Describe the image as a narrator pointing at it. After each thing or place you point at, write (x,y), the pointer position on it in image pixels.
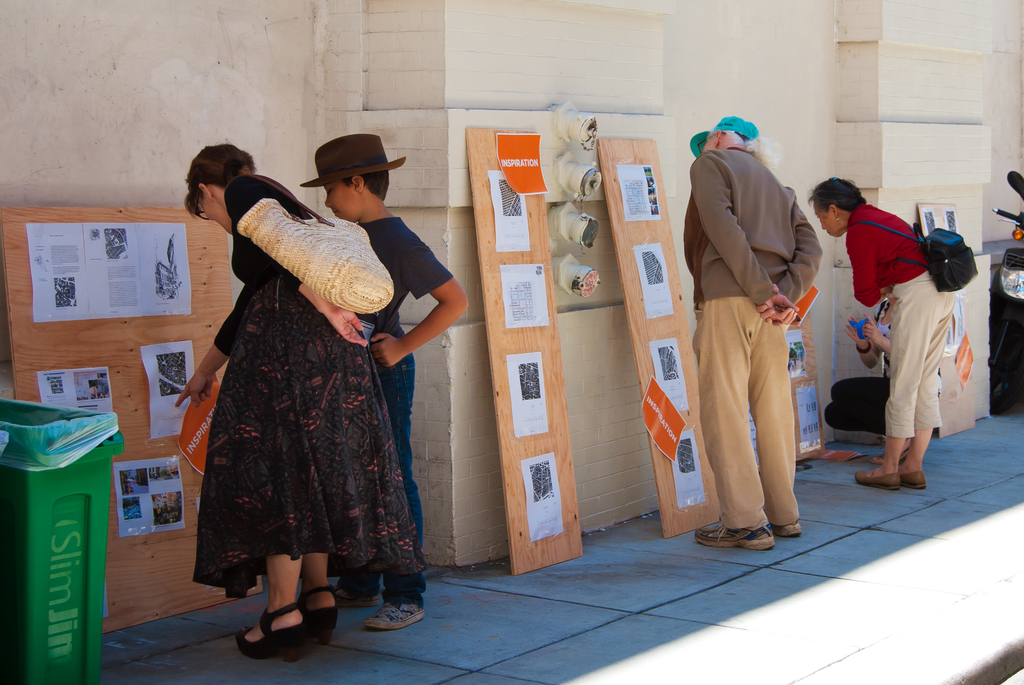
In this picture we can see few people (746,524), in front of them we can see posters (679,358) on the boards (195,281), on the left side of the image (73,446) we can see a dustbin (66,474), on the right side of the image (1013,337) we can see a motorcycle (1011,297).
